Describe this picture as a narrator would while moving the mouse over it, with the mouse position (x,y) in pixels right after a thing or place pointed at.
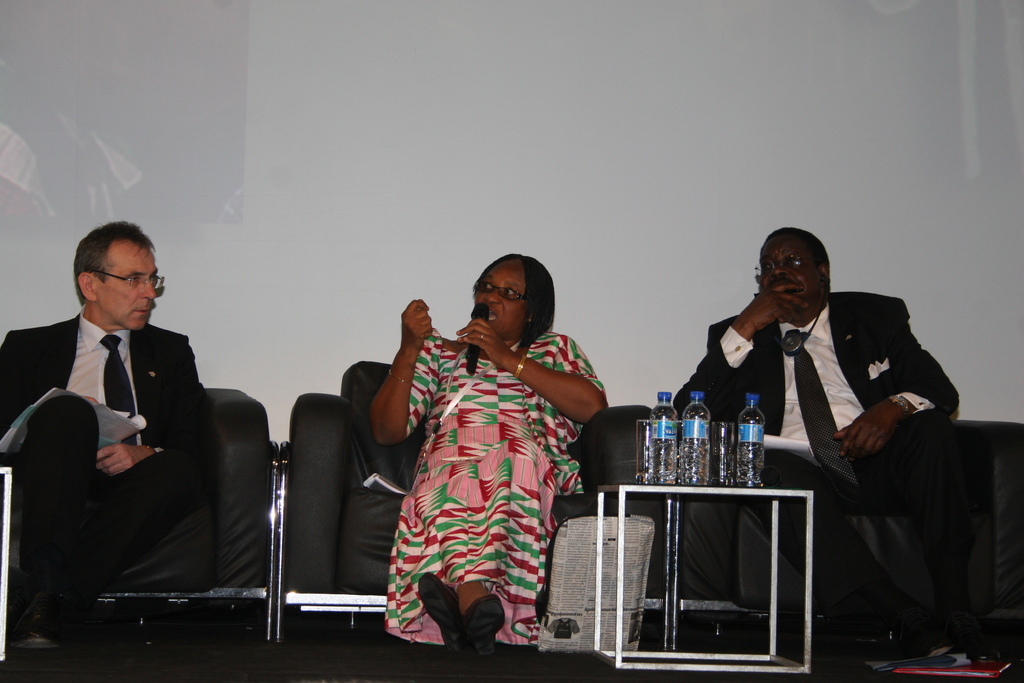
In this picture I can see 2 men (958,393) and a woman (558,378) who are sitting on chairs (958,432) and I see the woman (447,408) is holding a mic (484,319) in her hand (484,334) and I see a table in front of them on which there are bottles (705,459). In the background (33,299) I see the wall (804,171).
